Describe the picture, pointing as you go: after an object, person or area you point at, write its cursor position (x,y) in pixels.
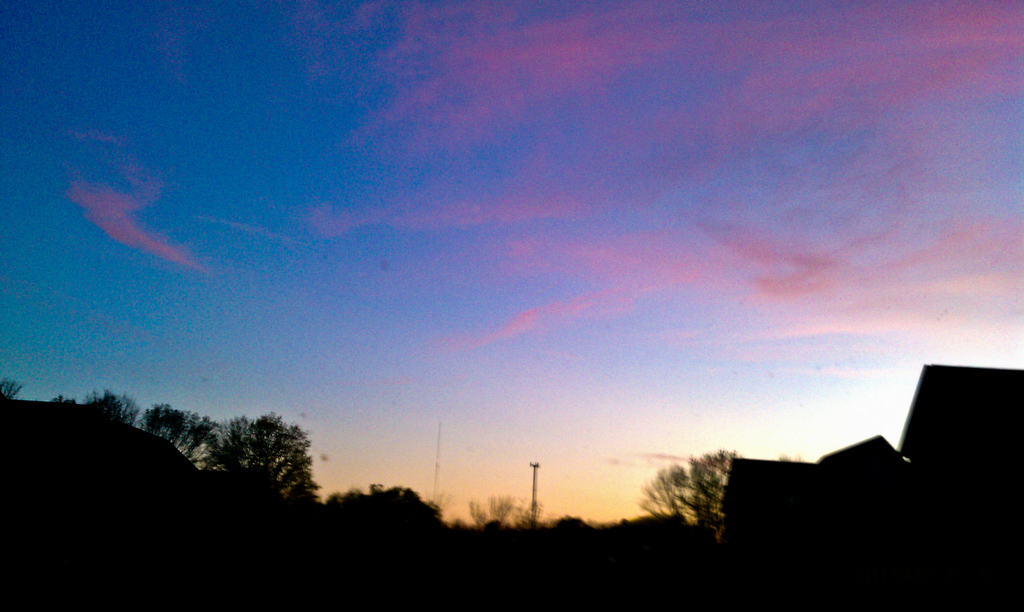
As we can see in the image there are trees (379,498), current pole (536,475) and buildings (20,514). At the top (548,97) there is sky (520,136). The image is little dark.
